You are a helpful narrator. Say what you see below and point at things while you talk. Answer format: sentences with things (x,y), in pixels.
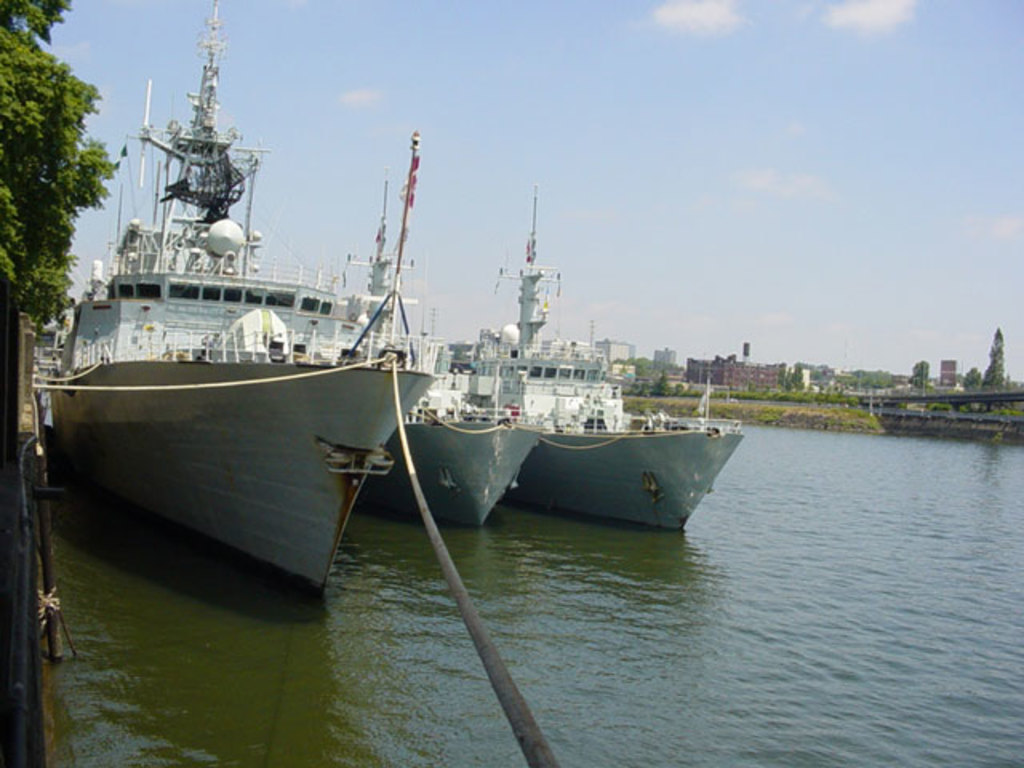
In this image we can see ships (678,507) on the river (718,584), there is a rope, there are buildings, trees (2,4), also we can see the sky (602,178).
